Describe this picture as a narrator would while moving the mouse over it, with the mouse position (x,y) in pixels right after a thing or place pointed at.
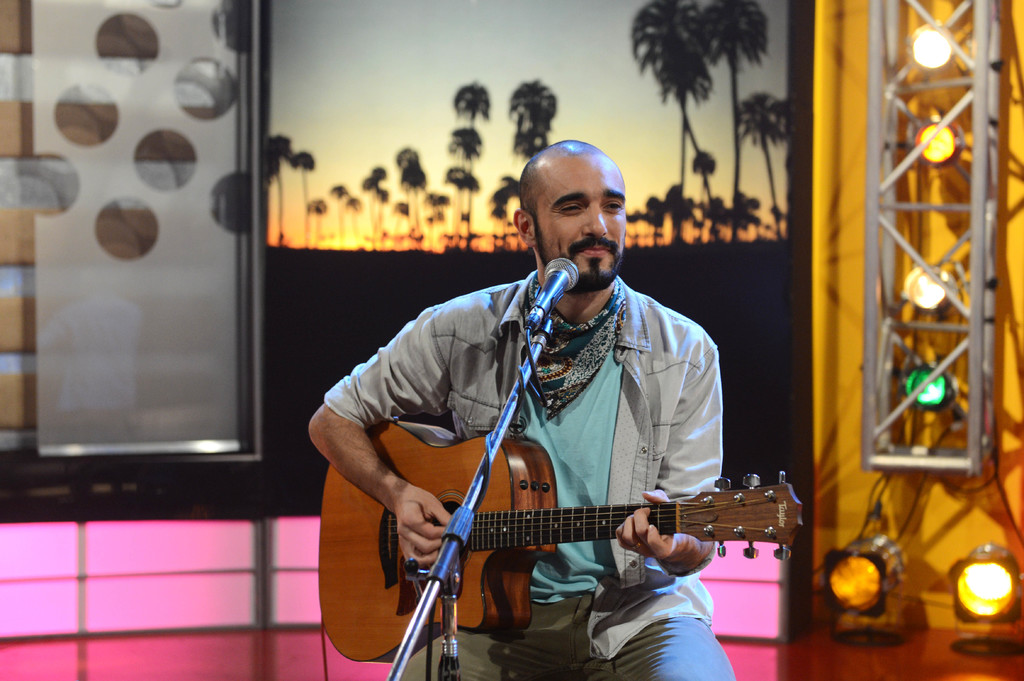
This picture looks like it is taken in a show. In the center of the picture (543,275) there is a man (658,672) sitting and playing guitar (758,516), in front of him there is a microphone (556,286). On the right (844,448) there are focus lights (850,561) and wall (854,384). On the left (40,254) is a glass wall (103,370). In the background (310,147) there is a picture frame (454,121).
